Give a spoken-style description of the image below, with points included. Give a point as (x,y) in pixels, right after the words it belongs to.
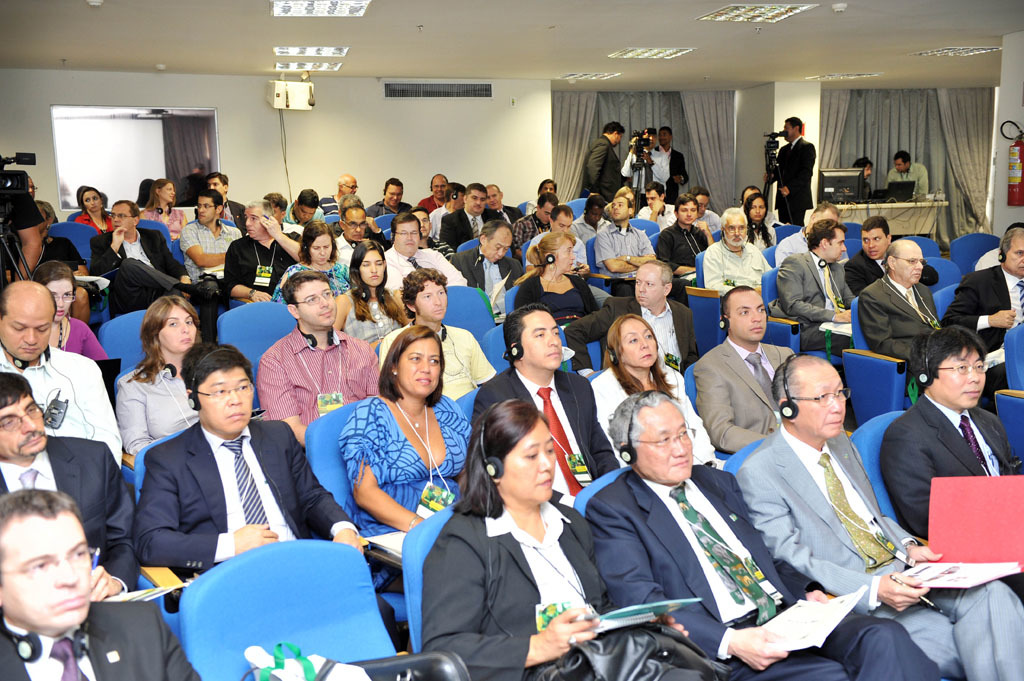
At the top (648,58) we can see the ceiling (123,57) and the lights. In the background (272,160) we can see the curtains (966,162), wall (1021,117) and an object (114,165). In this picture we can see the people (460,255) sitting on the chairs (364,621) and among them few people (837,554) wore headphones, few are holding files (1020,492). On the right side of the picture (800,165) we can see the people (792,180) standing. We can see the cameras (778,135) and the stands (768,166). We can see the men (898,165) near to the table (844,204) and on the table (878,204) we can see a laptop (898,191) and a monitor (823,176). We can see a fire extinguisher (1008,196) and the wall (1,123). On the left side of the picture (20,206) we can see a person (15,229) is standing, camera (14,185) and a stand (7,245).
